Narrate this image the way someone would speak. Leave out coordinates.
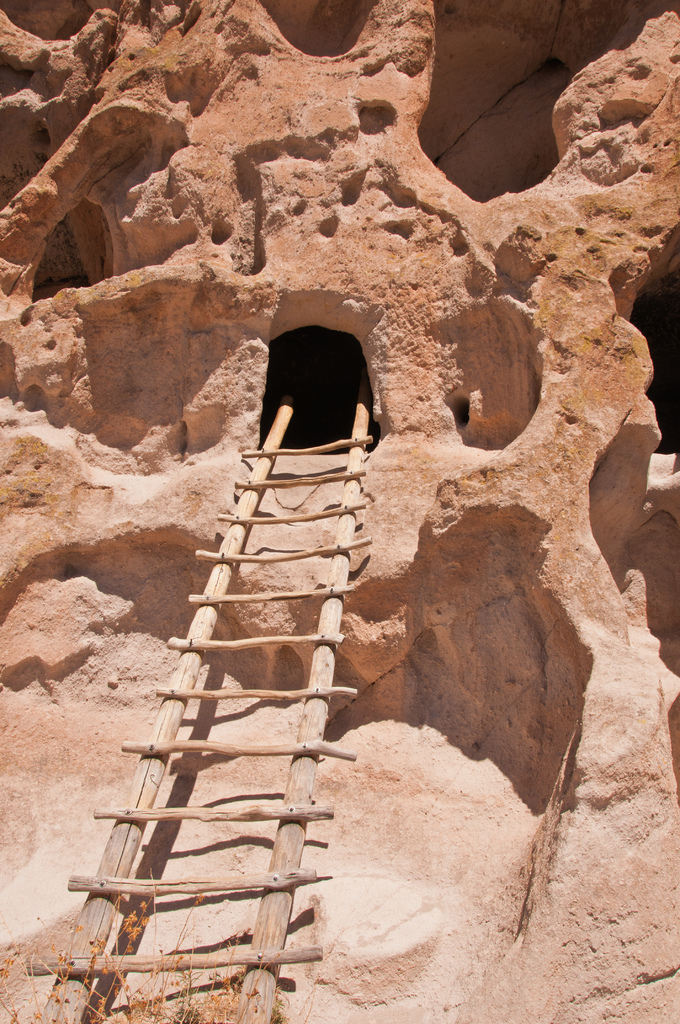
In this image we can see ladder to the cave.
